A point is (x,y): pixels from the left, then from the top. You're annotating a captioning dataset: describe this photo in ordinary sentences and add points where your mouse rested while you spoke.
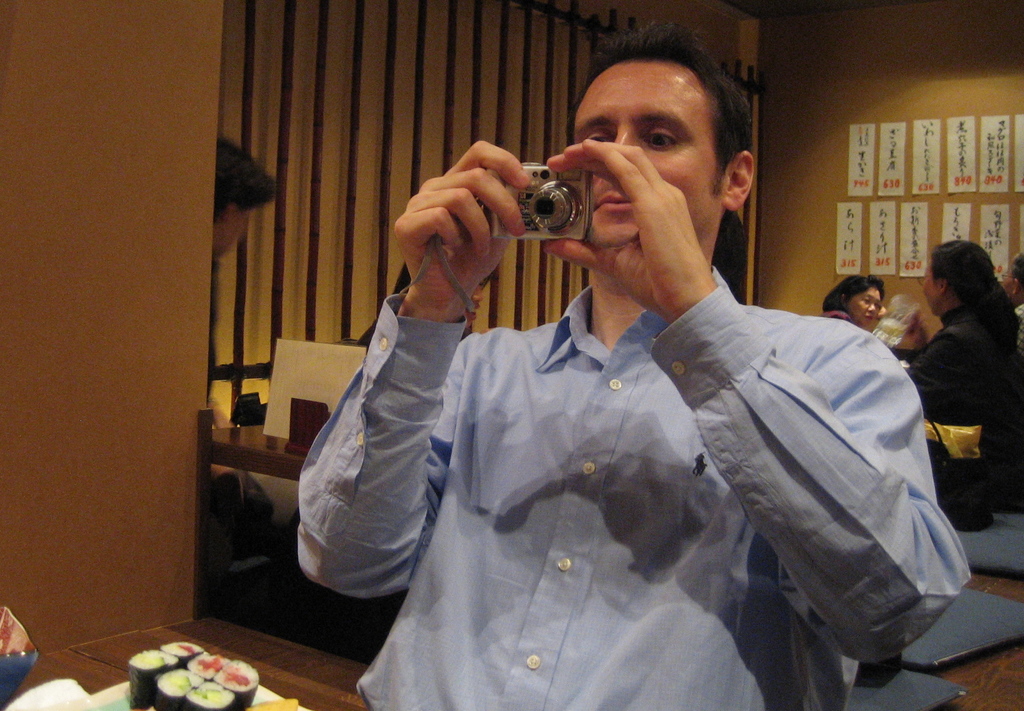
In this picture, there is a man (572,310) sitting he is holding a camera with both of his hand (648,255), and is looking into the camera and there is a table (75,667) in front of him with some food (191,663) served in the plate (207,668) in the backdrop (965,334) there are a group of people (915,313) sitting and there is a wall (917,81) with some pictures (930,146) pasted on it
